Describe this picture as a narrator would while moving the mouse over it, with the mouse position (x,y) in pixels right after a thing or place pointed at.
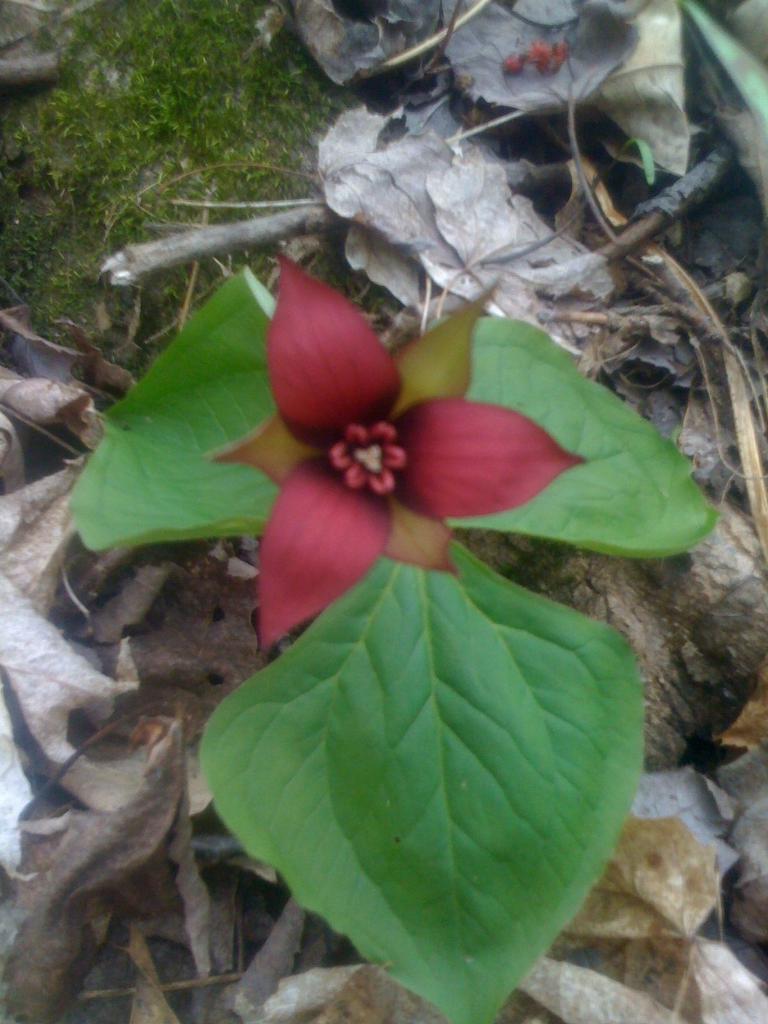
In this image I can see a flower (321,523) which is pink, brown and green in color to a plant (280,414) which is green in color. I can see few dried leaves (505,215) and some grass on the ground (338,79).
